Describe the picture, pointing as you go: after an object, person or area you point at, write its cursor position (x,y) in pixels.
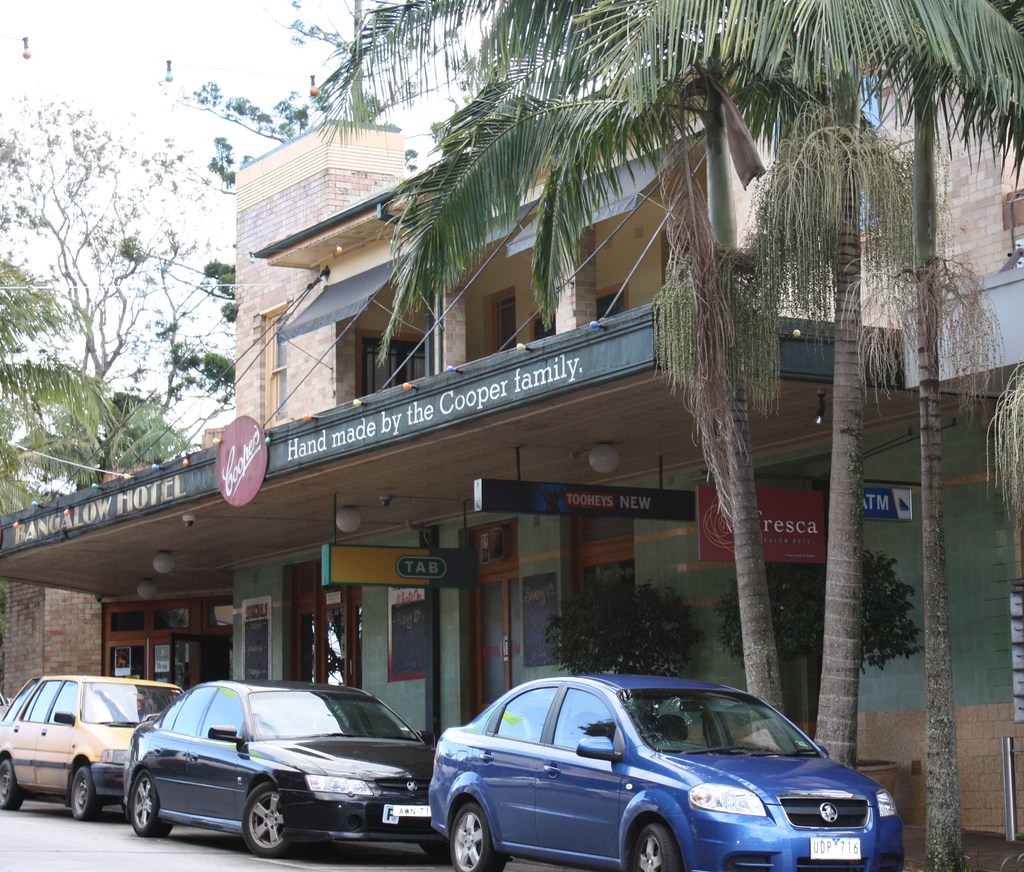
In this picture I can see buildings (981,180) and trees (935,319) and few cars (580,715) parked and i can see boards (462,550) with text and a cloudy Sky (186,85).
